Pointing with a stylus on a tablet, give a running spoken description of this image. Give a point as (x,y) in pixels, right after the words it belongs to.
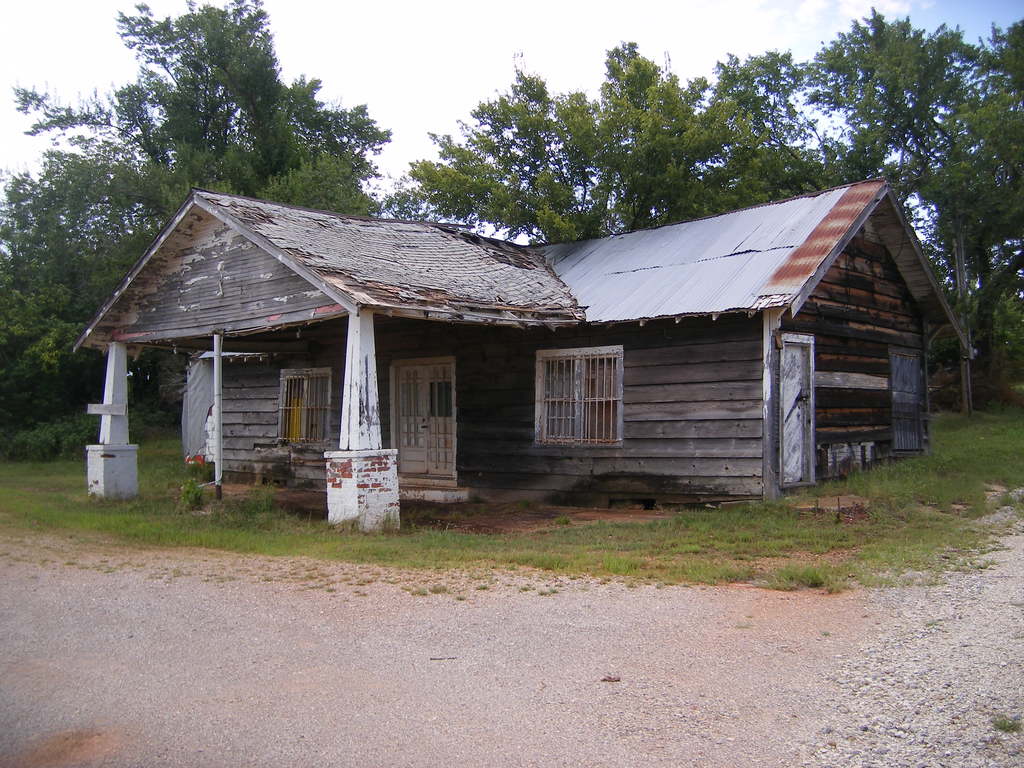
In this picture we can see a house (343,312) on the path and behind the house (492,339) there are trees (906,121) and a sky (395,44).
